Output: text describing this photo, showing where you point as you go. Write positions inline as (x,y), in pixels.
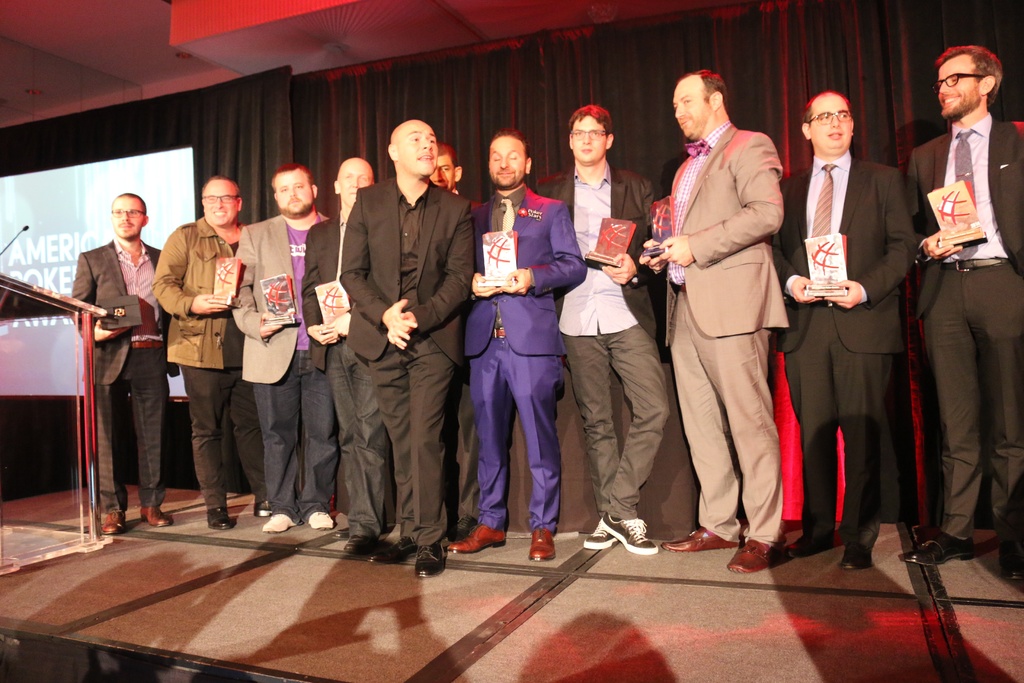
In this picture we can see a few people (483,518) standing and holding awards (932,200) in their hands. We can see a microphone (4,251), a podium (43,310), some text (18,257) on the screen (57,274) and black curtains (551,134) are visible in the background (165,98).
